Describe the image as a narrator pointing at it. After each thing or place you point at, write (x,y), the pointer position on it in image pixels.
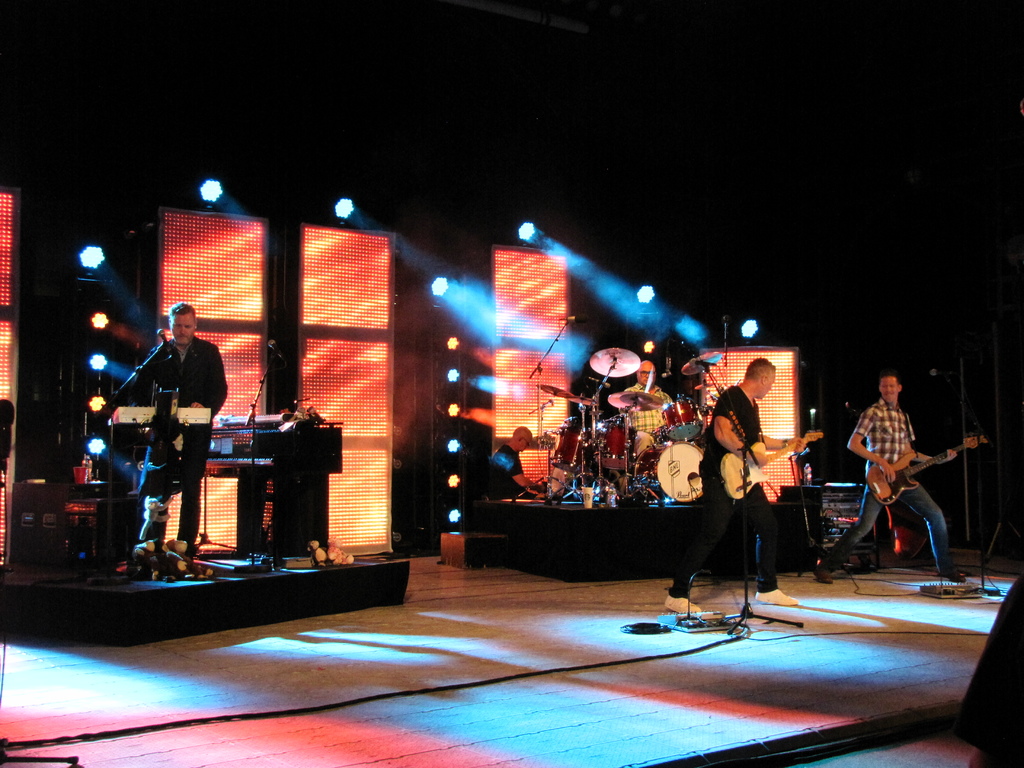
In this picture we can see a person (198,348) standing on the floor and playing a piano (185,417), and there is the microphone (268,370), and here are the musical drums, and at back (356,313) here are the lights (350,252), the person (497,462) is sitting, and here is the person (753,398) standing and playing a guitar (747,464), and right to opposite a person (874,412) is standing and playing a guitar (897,475) and smiling.
